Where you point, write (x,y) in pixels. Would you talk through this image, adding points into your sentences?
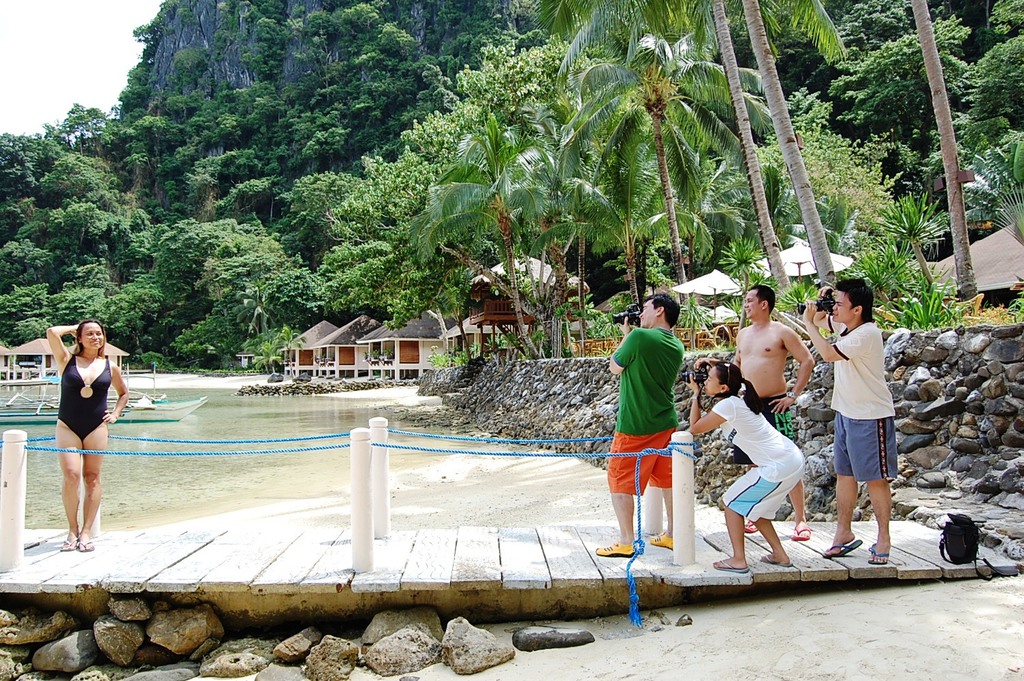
In this picture there is a woman (103,362) who is wearing black dress (79,421). She is standing on the wooden floor (211,558). On the right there is a man (624,382) who is wearing green t-shirt (649,396), red short (630,449) and yellow shoe (626,552). He is holding a camera (626,307), beside him there is a girl (759,448) who is wearing white dress (774,469) and she is also holding a camera (696,374). Besides her there is a man (770,369) who is wearing a short (784,424) and slipper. On the right (878,419) there is another man (874,370) who is wearing white t-shirt (861,410), blue short (852,443) and he is holding a camera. Beside him there is a black bag (973,530). At the bottom (310,627) we can see many stones (255,677). In the background (3,363) we can see the huts (16,365) and buildings (355,353). At the top (493,10) can see the mountain (383,100). On the top right (898,70) we can see many tree (783,133). In the top left corner (20,48) there is a sky (64,35). On the left (22,380) background (6,383) we can see the boats (171,402) on the water (212,474).
